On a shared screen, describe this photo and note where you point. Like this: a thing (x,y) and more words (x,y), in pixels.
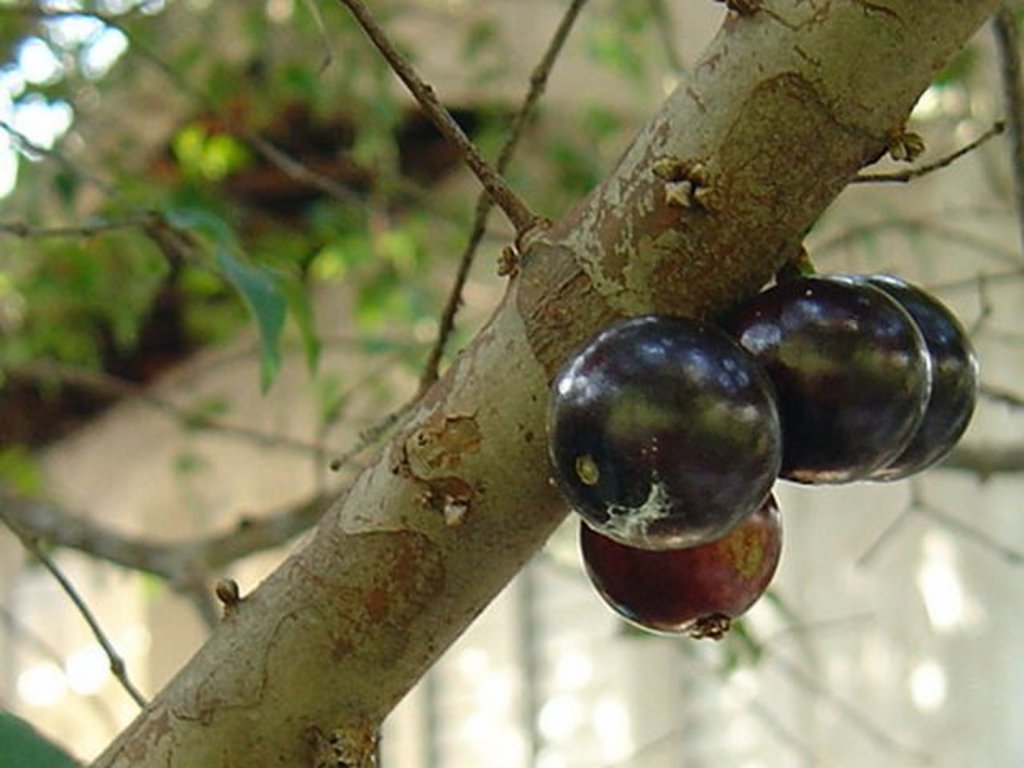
In this picture I can see there is a tree (848,35) and it has few fruits (716,435) attached to the branch (958,29) and in the backdrop (73,546) there are many other branches (6,525) and there is a white surface (853,625) in the backdrop (684,654).
